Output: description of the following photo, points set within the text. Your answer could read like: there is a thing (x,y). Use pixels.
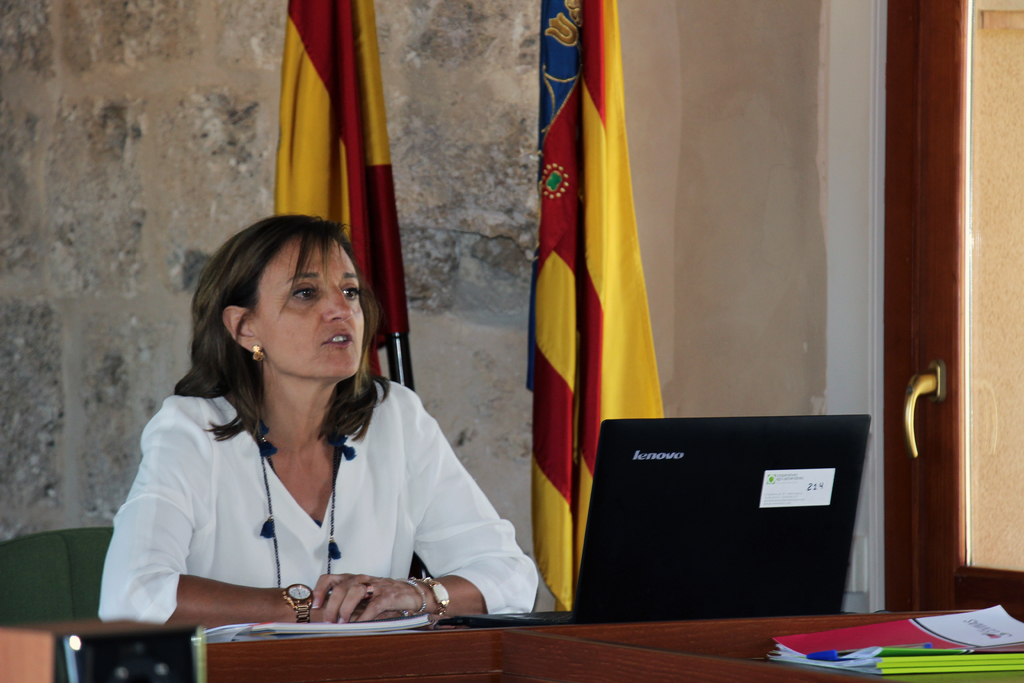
On the left side of this image (275,402) there is a woman (279,420) sitting on a chair (64,580) and speaking by looking at the right side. In front of her there is a table (515,634) on which few papers (236,631) are placed and also there is a laptop (638,518). At the back of her there are two flags (564,191). On the right side (970,339) there is a door (953,347). In the background (209,205) there is a wall (186,158).
